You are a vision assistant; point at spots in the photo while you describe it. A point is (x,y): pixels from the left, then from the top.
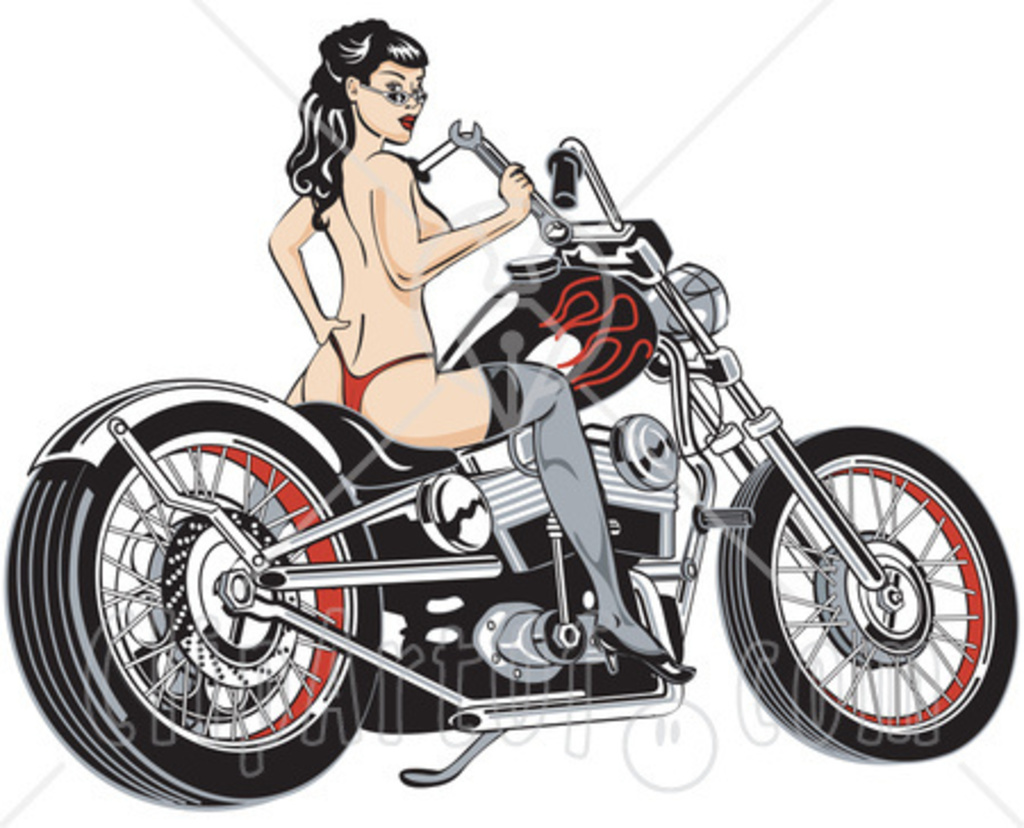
This is an animated image. In this image I can see the person (421,329) sitting on the motorbike (412,468). I can see there is a white background (193,276).
